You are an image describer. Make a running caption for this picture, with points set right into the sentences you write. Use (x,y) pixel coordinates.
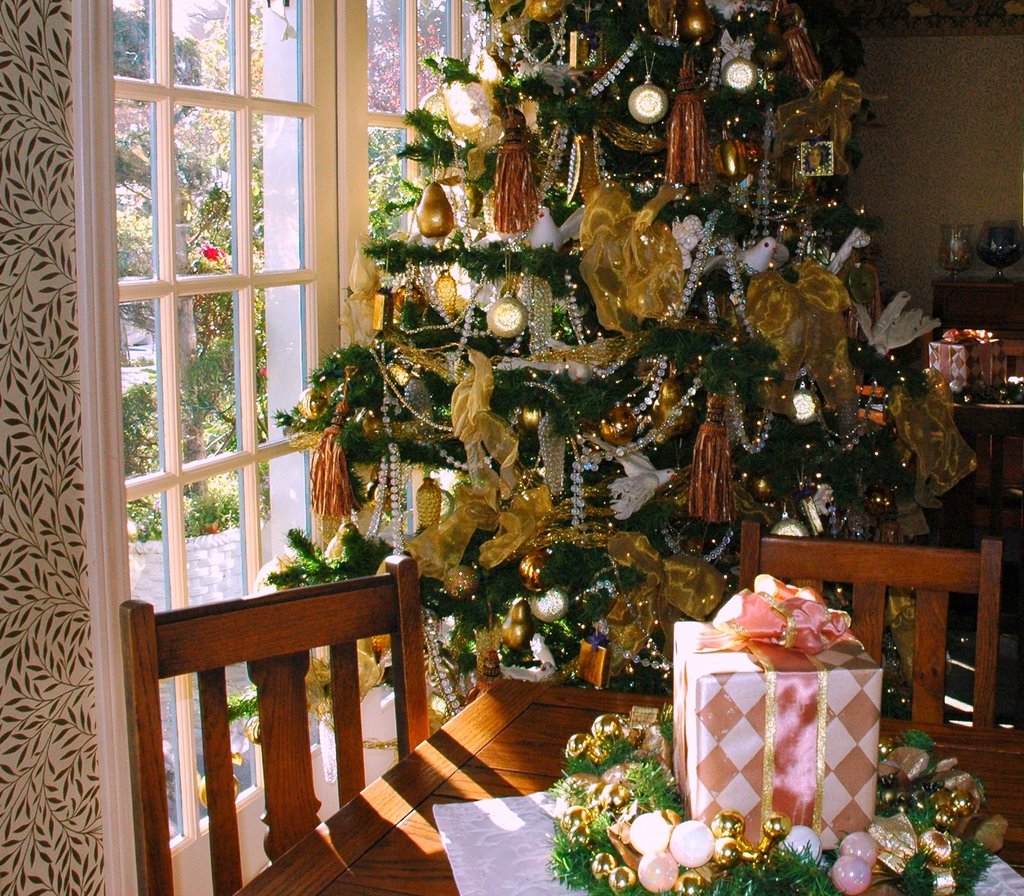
In front of the picture, we see a table (507,691) on which gift (723,651) and white cloth (507,831) are placed. Beside that, we see Christmas tree (745,324). Beside that, we see windows (150,282) from which we see trees (197,301). On right corner of the picture (973,410), we see another table (992,415) on which gift (979,376) is placed.
